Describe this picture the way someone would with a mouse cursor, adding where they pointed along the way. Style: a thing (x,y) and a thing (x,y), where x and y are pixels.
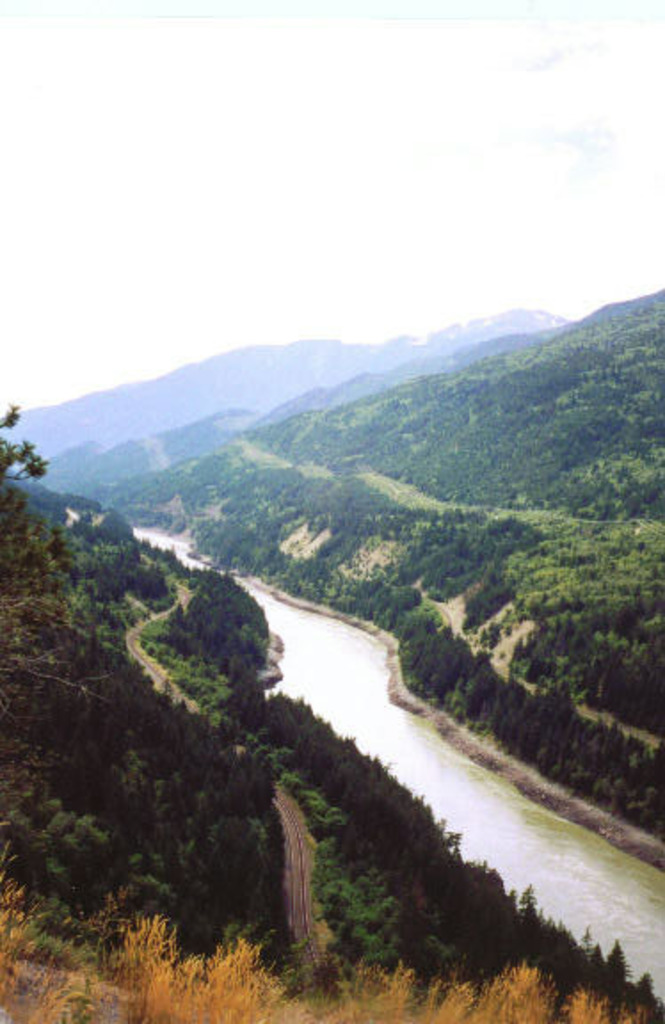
This is water (518,853) and there are trees (285,704). In the background (251,291) there is sky (237,246).
